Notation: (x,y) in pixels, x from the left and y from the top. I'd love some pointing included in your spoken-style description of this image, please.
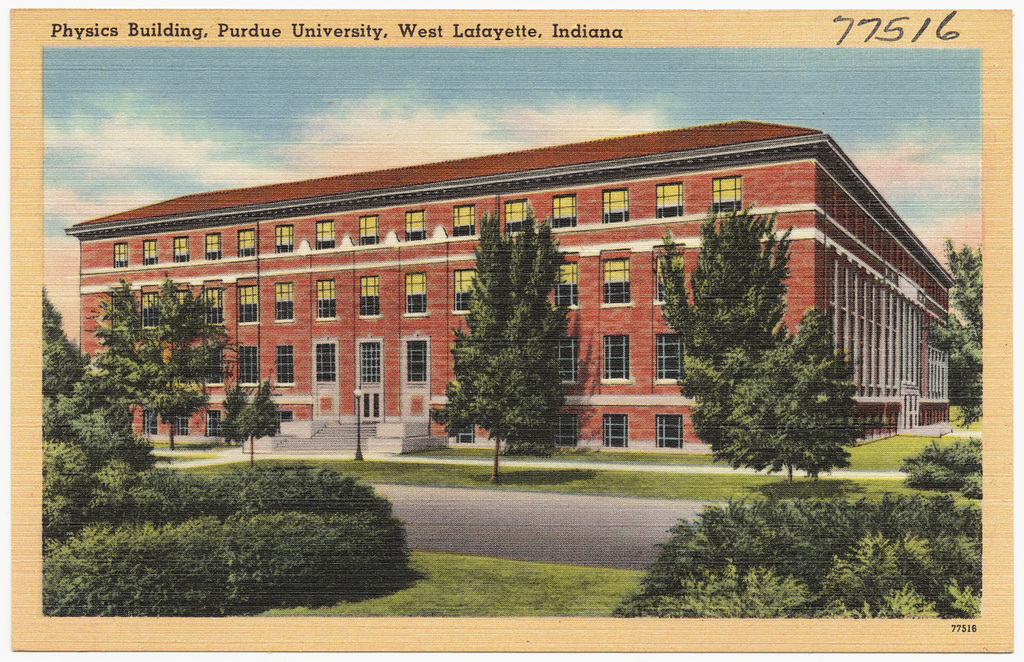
In this picture there is a building (331,245) and there are few trees (734,343) in front of it and the ground (513,586) is greenery (689,492) and there is something written above the picture.
